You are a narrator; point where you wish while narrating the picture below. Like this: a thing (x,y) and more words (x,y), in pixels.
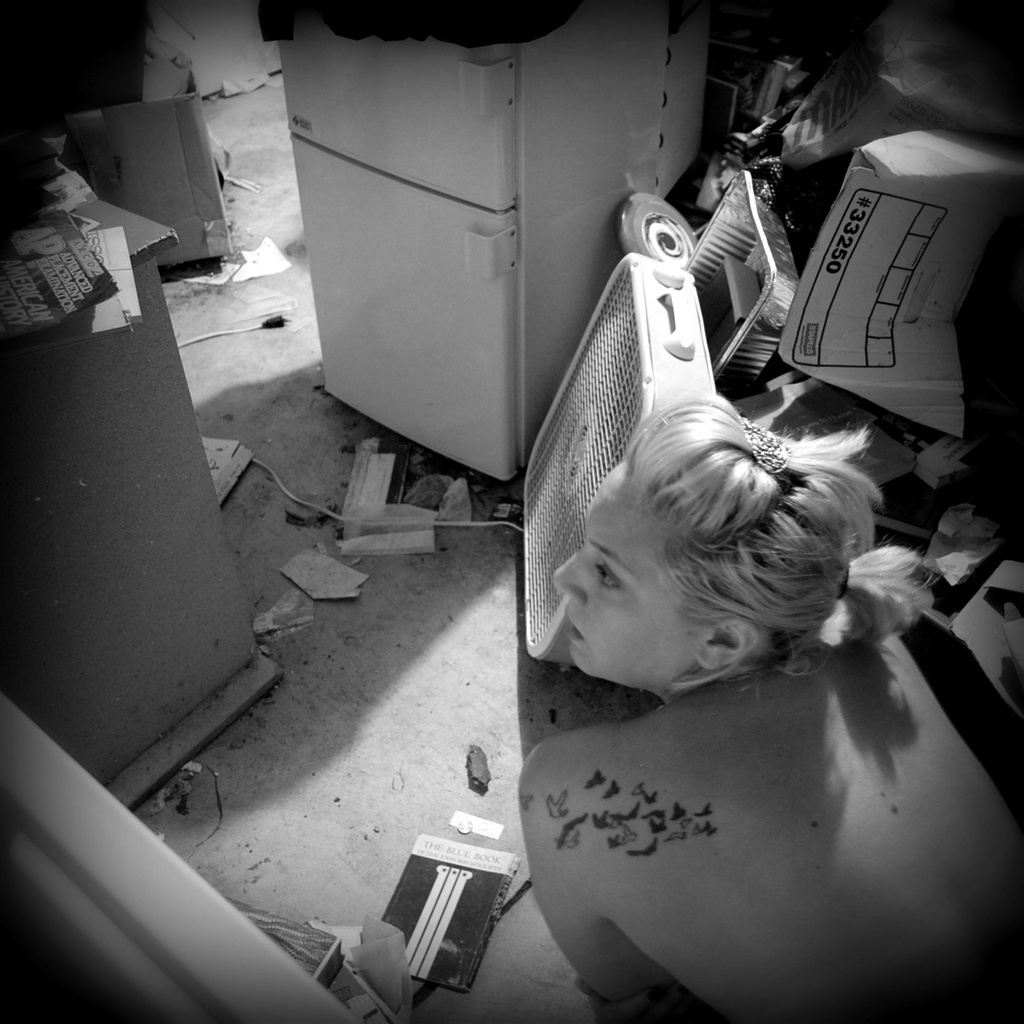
On the right side (740,666) there is a lady (711,673). On the floor (329,466) there are some papers (388,928). In the back (703,202) there is a electronic machine (468,183), plate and some other items (768,242).
